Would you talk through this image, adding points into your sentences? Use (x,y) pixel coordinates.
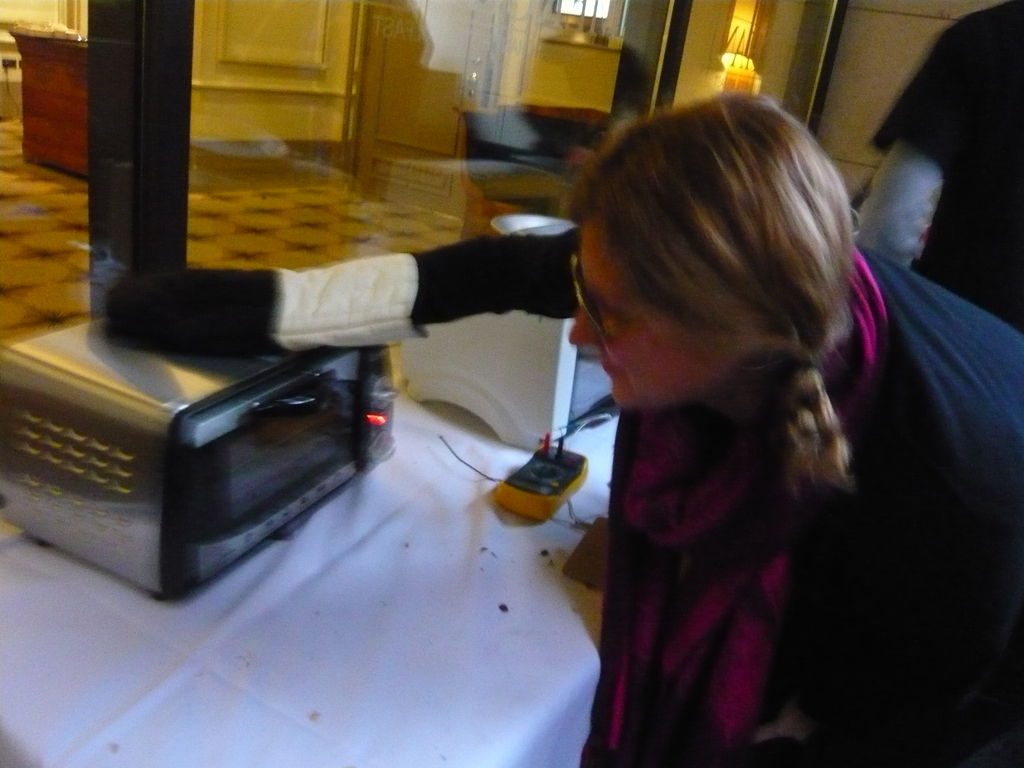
In the picture there is a woman (728,261), there is a table (458,446), on the table (458,446) there are micro ovens (542,334) present, there is a glass window (244,41), there is a wall (292,61), on the wall (290,89) there is a door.
